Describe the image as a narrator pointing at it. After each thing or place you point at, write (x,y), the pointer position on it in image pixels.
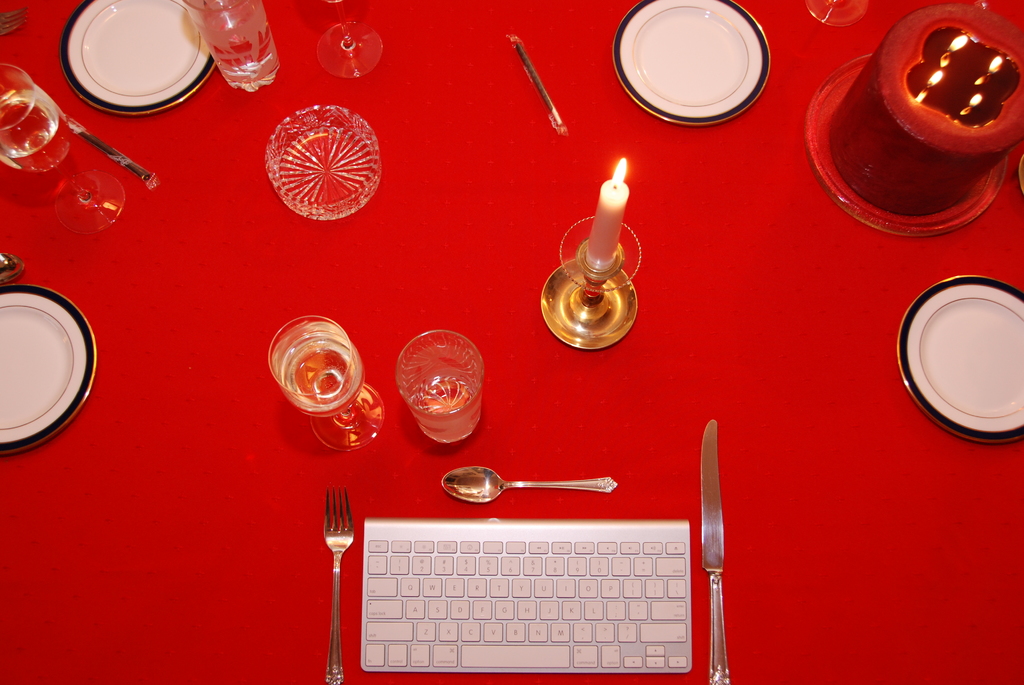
In this image, we can see a red color table (33,507), there is a white color keyboard (660,625) and there are some glasses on the table (412,500), we can see a spoon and a fork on the table (423,200), there are some white color plates (2,353) kept on the table (525,228).
